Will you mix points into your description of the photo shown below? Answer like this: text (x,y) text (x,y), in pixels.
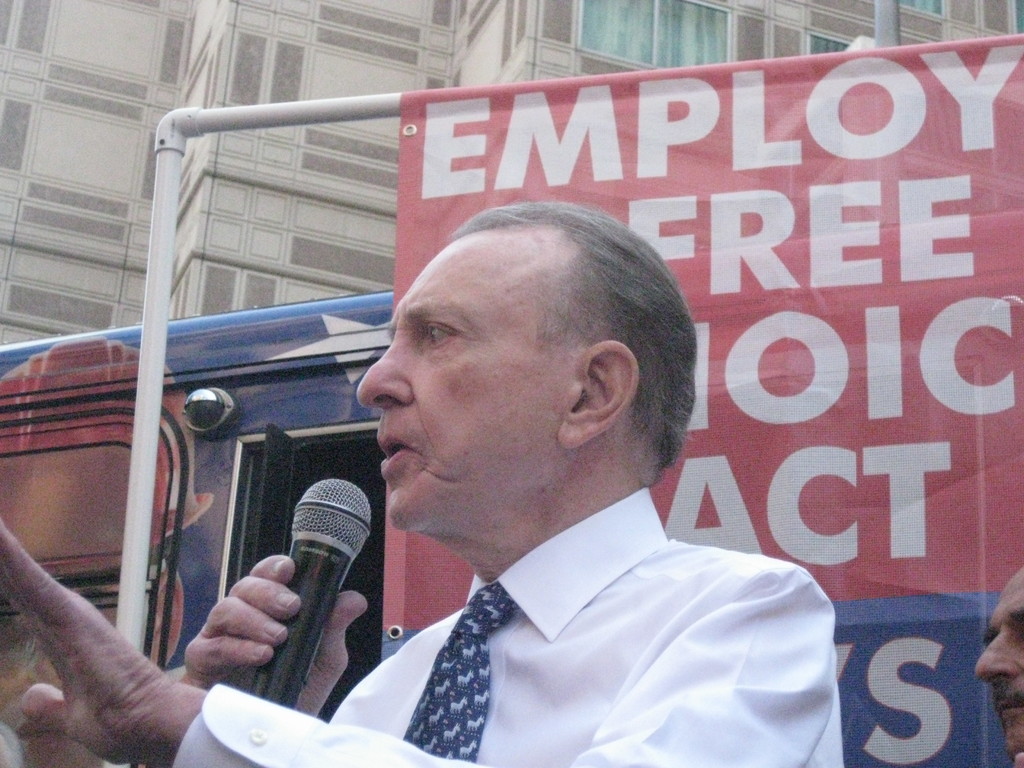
In this picture there is a person (643,737), by holding a mic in his hand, at the center of the image (561,265) he is saying something, and there is a building (624,32) behind the image area and there is a banner (1001,279) behind the man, there is a door (356,443) at the left side of the image (334,434).
